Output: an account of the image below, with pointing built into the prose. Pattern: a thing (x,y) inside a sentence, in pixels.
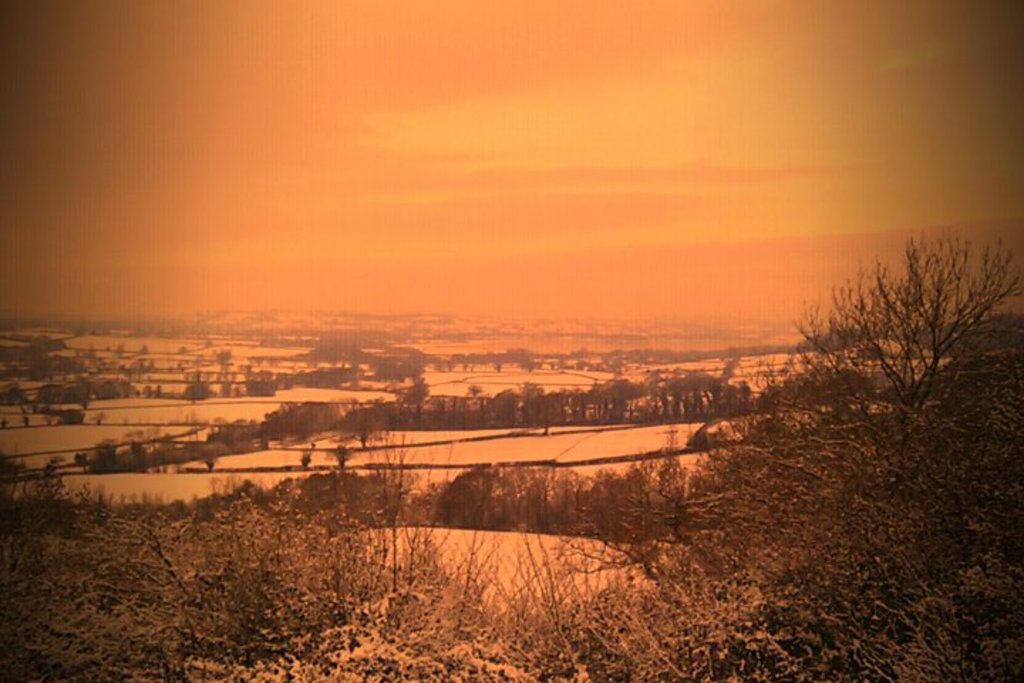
In this picture we can see plants (352,644) at the left bottom (316,617), in the background (564,473) there are some trees (628,391), we can see the sky (436,145) at the top of the picture (477,112).
